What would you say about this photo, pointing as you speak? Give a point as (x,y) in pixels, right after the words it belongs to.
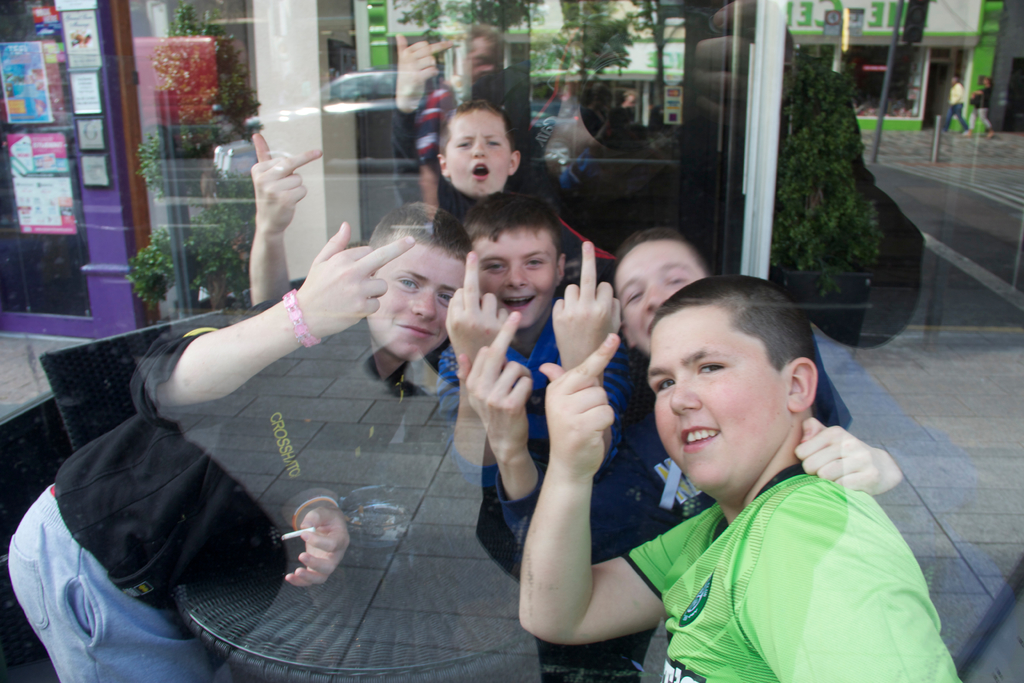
In this image we can see the boys (615,263) showing the fingers (505,340). We can also see a table (271,595), chairs (27,455), bowl (373,507) and also the trees (575,40), plant (789,143), vehicle (229,171), posters (28,62), people (951,86), light pole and also the building (905,92) through the glass (395,27). We can also see the road (1002,252).
